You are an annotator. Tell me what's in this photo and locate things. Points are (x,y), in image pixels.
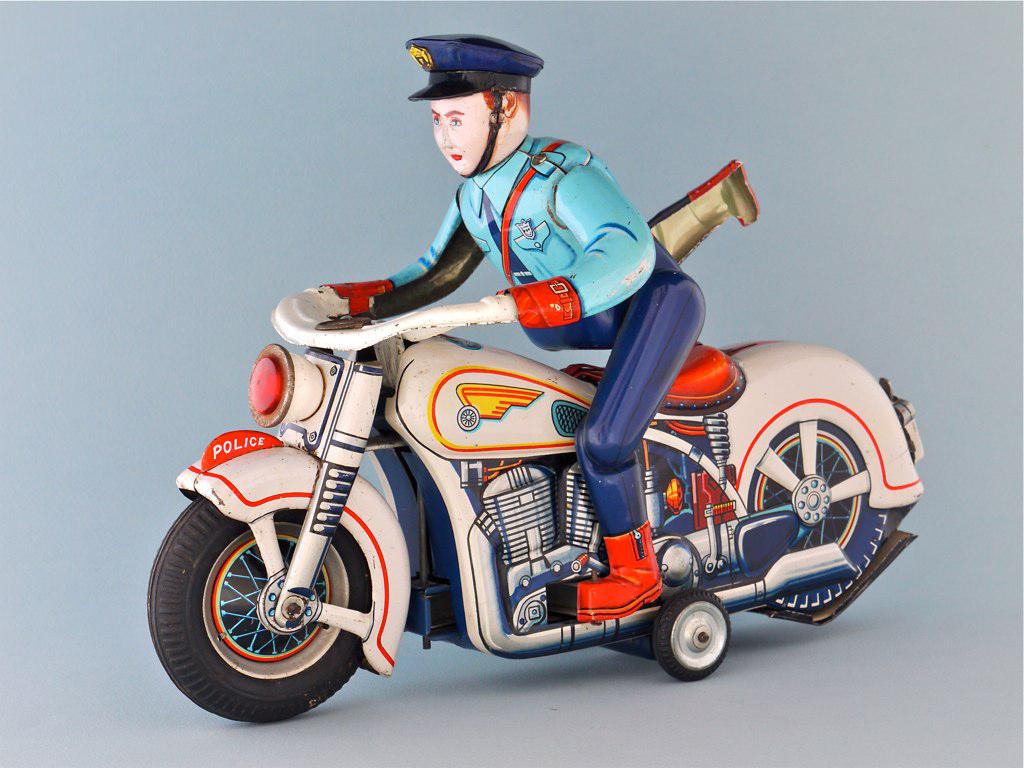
In the center of the picture (537,272) there is toy of a policeman (563,185), on a bike (491,507). The picture has blue-gray surface (944,668).
